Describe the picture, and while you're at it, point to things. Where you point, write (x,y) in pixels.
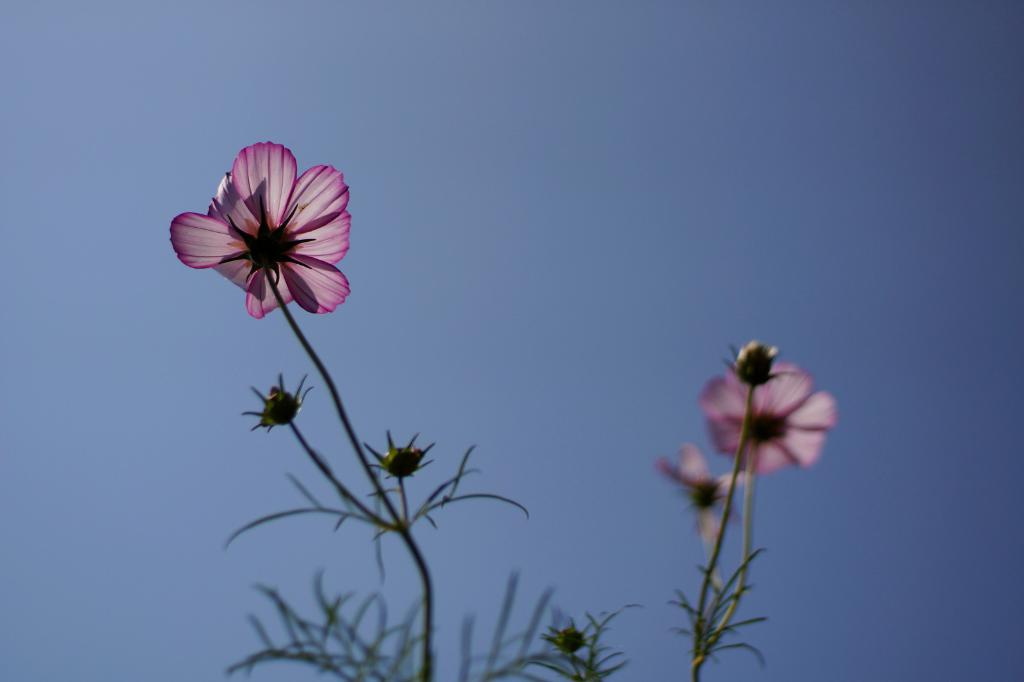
In this image we can see the plants (269,275) with some flowers (287,292) and buds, in the background (454,205) we can see the sky (598,96).
